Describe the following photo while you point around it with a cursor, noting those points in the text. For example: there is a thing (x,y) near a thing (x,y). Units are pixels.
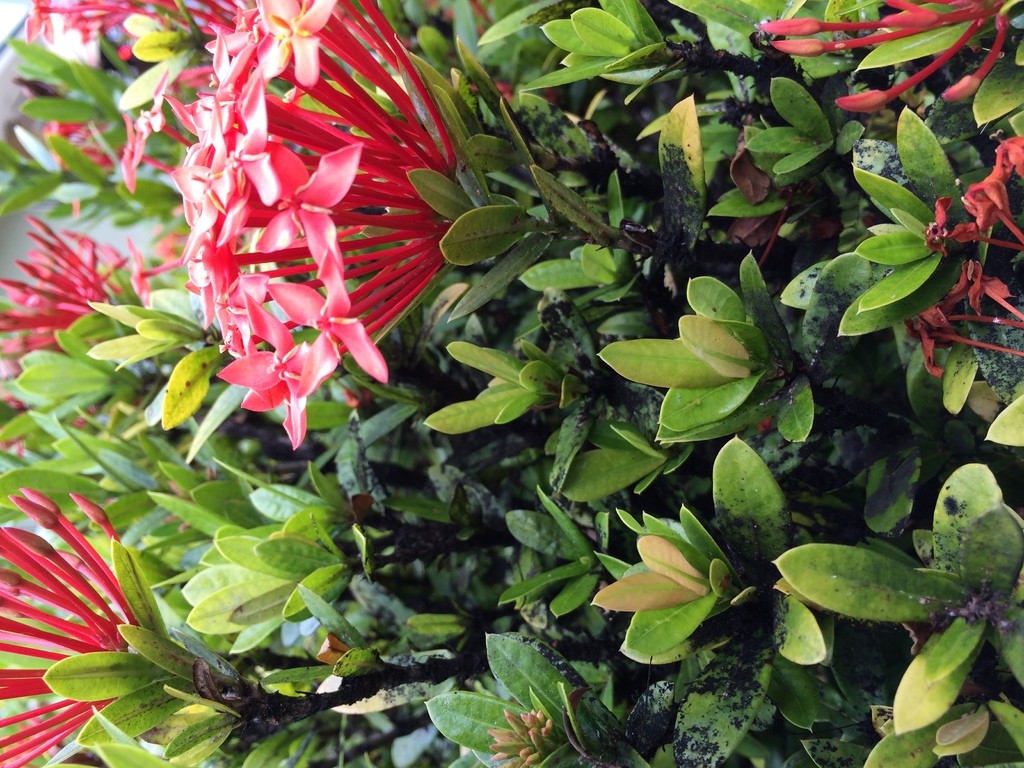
In the image we can see some flowers (38,722) and plants (163,154).
